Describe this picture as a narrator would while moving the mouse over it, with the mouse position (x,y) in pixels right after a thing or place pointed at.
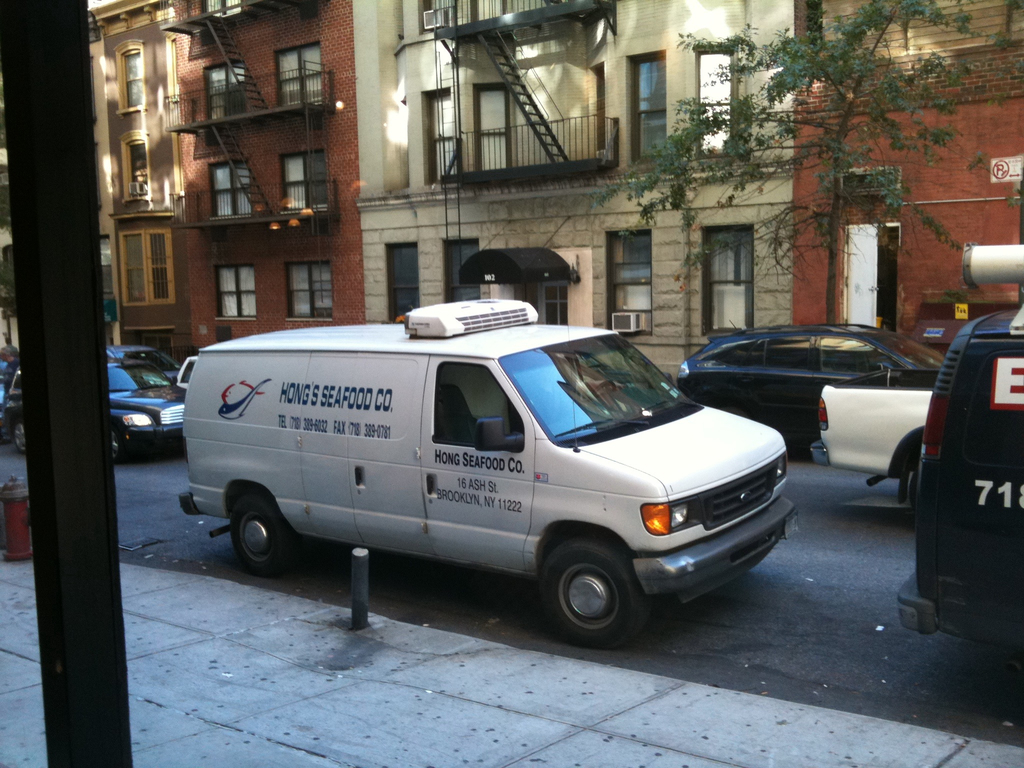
In this image we can see vehicles (408,400) on the road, poles (63,592) and hydrant (3,542) on the footpath (255,655). In the background (0,154) we can see buildings (786,205), windows (136,152), staircase (234,147), doors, AC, tree (770,236), railings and boards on the wall (795,262).
